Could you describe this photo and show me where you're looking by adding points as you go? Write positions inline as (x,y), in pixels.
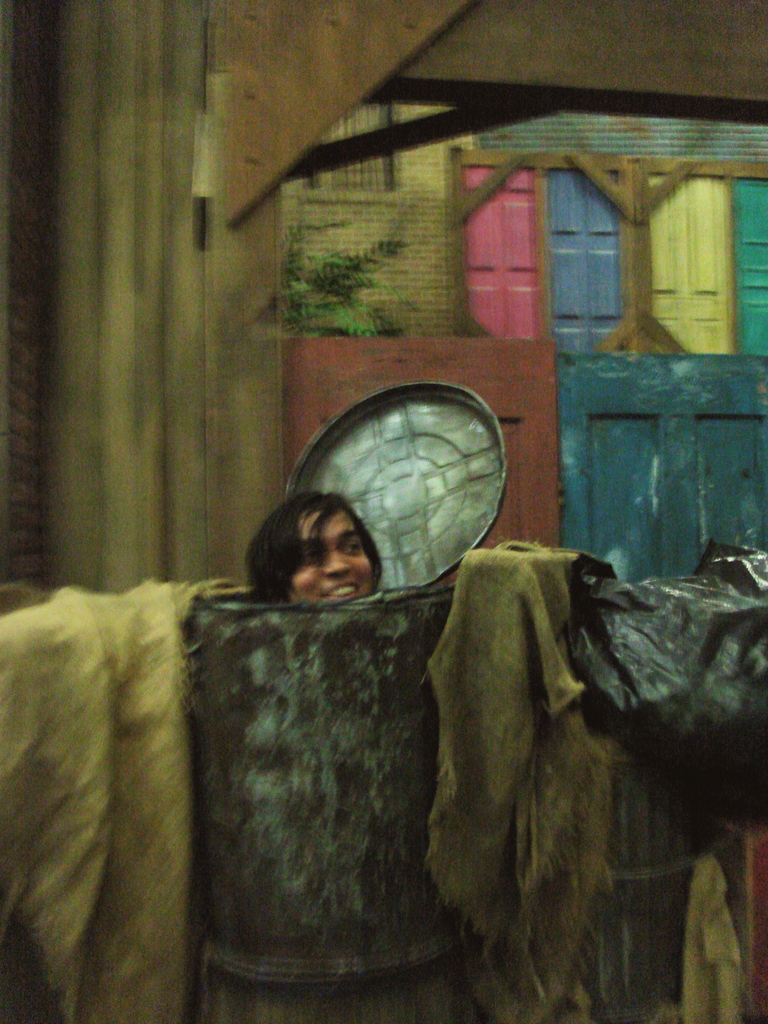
In the foreground (382,594) I can see a person (278,592) is standing in a barrel (359,648). In the background (355,369) I can see a wall (338,373) and windows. This image is taken in a room (394,2).
